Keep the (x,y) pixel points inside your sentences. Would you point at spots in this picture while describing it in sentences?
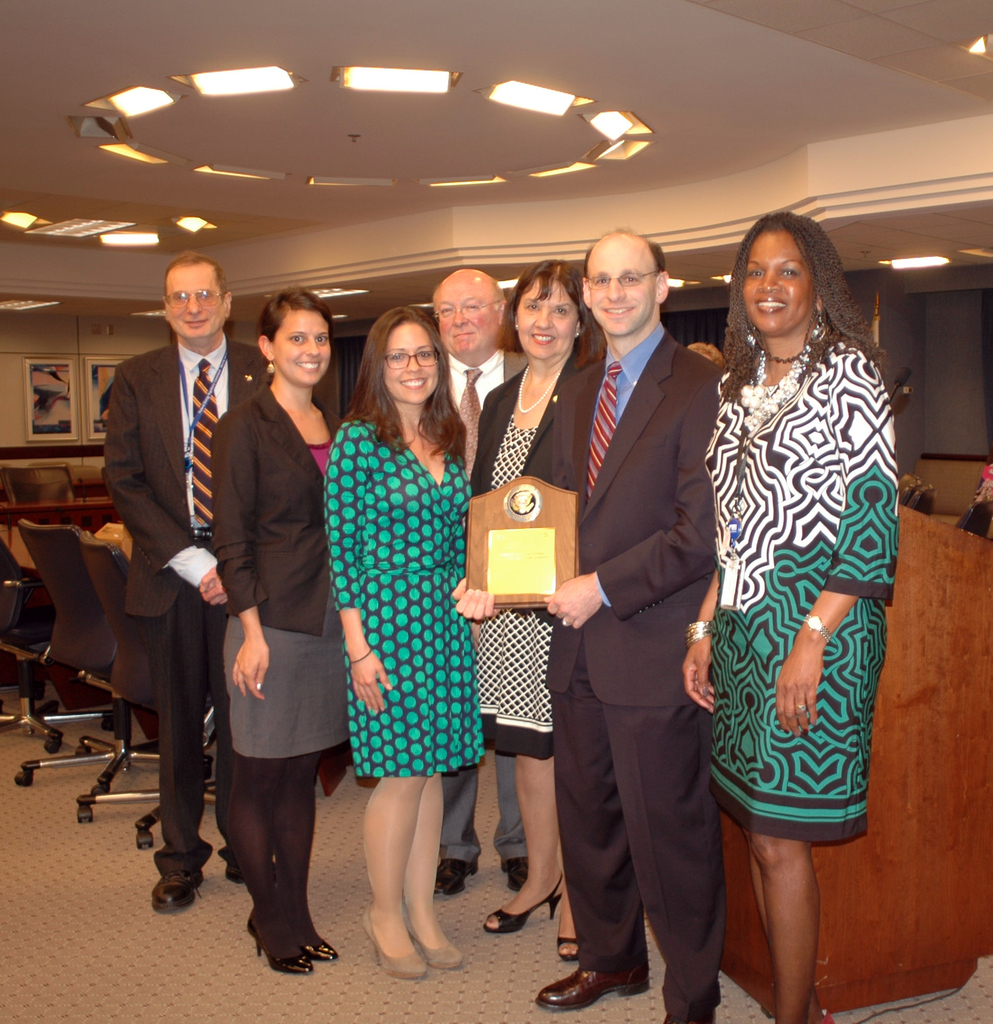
In this picture there are group of people (744,428) those who are standing in the center of the image (484,503), by holding a trophy (553,545), there are chairs (116,607) and portraits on the left side of the image (27,670) and there is a desk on the right side of the image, there are lamps (203,84) at the top side of the image (380,86).
